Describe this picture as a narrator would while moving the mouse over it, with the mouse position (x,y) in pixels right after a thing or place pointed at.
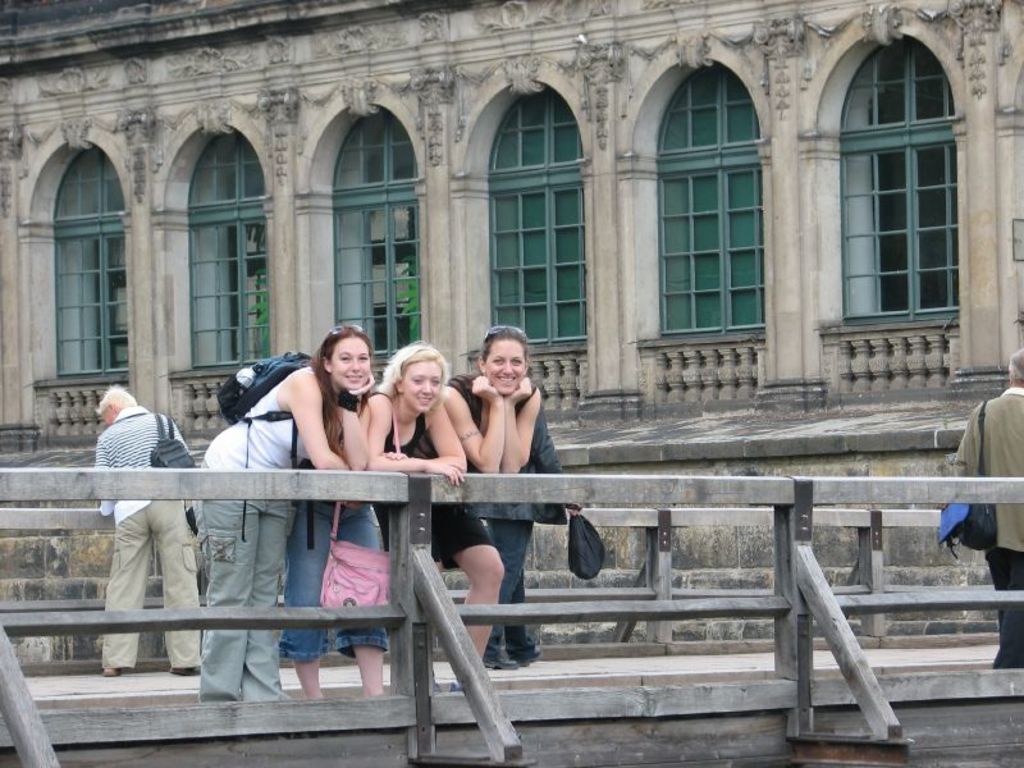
In this image there are three women (378,449) standing, they are wearing bags (277,378), there is a man (139,447) standing, he is wearing a bag (187,457), there are two men (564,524) walking, one of them is holding an object (567,535), the other is wearing a bag (982,432), there is a building (535,242), there are windows (870,238).
